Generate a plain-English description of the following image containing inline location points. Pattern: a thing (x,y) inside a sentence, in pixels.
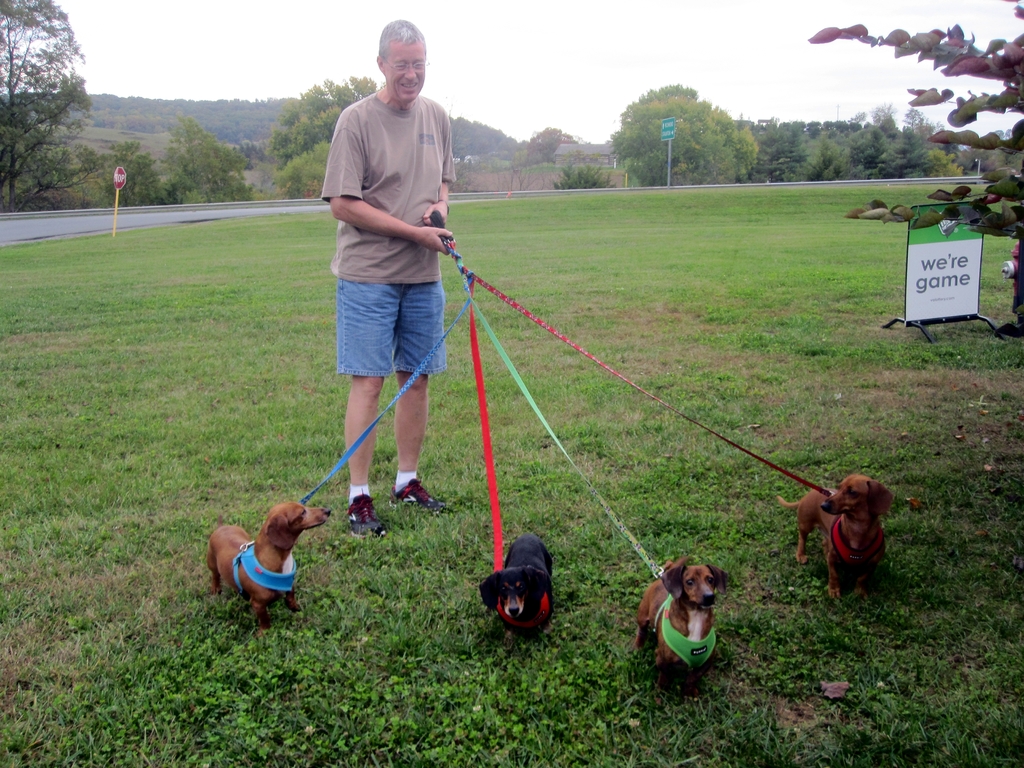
In this image there is a person (362,400) standing on the grass (482,504) and holding the belts (440,215) of four dogs (525,558) which are on the grass (504,373), and in the background (668,134) there are sign boards (668,134) attached to the poles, plants (992,216), trees (59,159), house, hills (473,142), sky (592,85).
